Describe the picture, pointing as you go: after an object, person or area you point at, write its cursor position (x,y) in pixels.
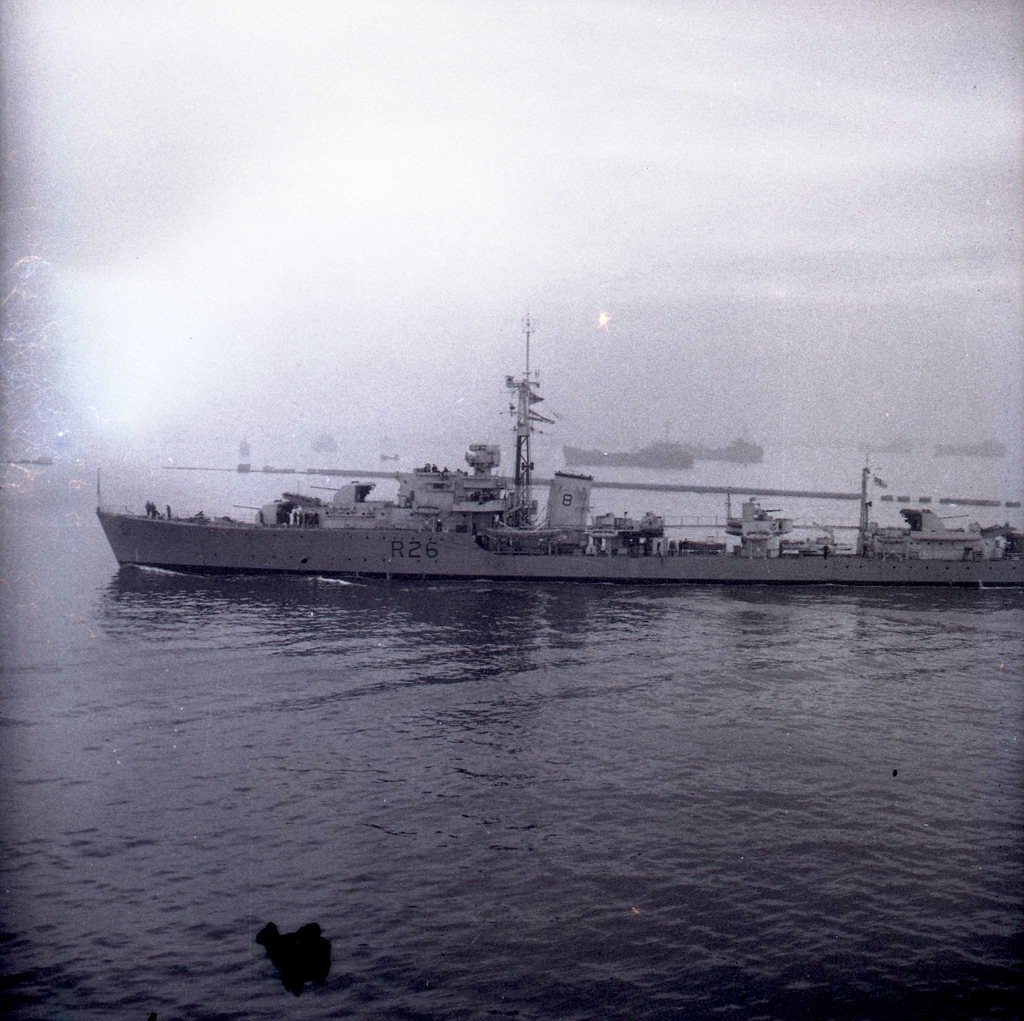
This is a black and white image. In the middle of the image (414,546) there is a ship (387,536) on the water (519,768). In the background (676,461), I can see some more ships (690,457). At the top of the image (442,207) I can see the sky (406,143).
